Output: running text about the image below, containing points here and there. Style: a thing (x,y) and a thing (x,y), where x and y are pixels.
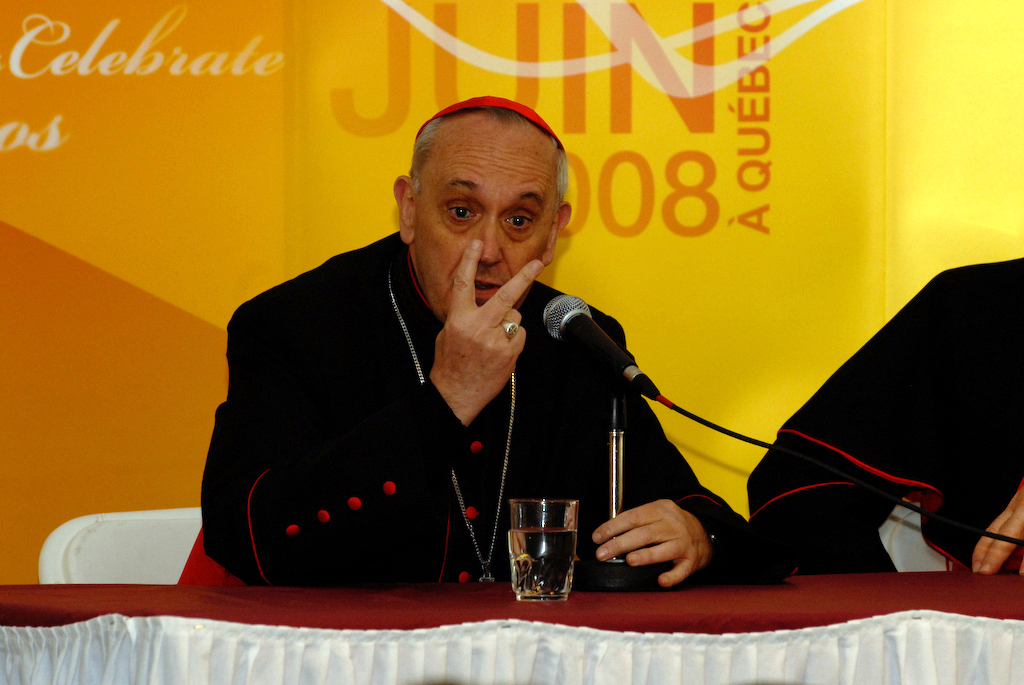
In this image, we can see people (538,419) sitting on the chairs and one of them is wearing a chain (457,481) and a cap (460,110) and holding a mic stand (613,435) and there is a glass (535,566) with water (531,564) is on the table (585,632). In the background (381,108), there is a board (436,71) with some text (751,44).
